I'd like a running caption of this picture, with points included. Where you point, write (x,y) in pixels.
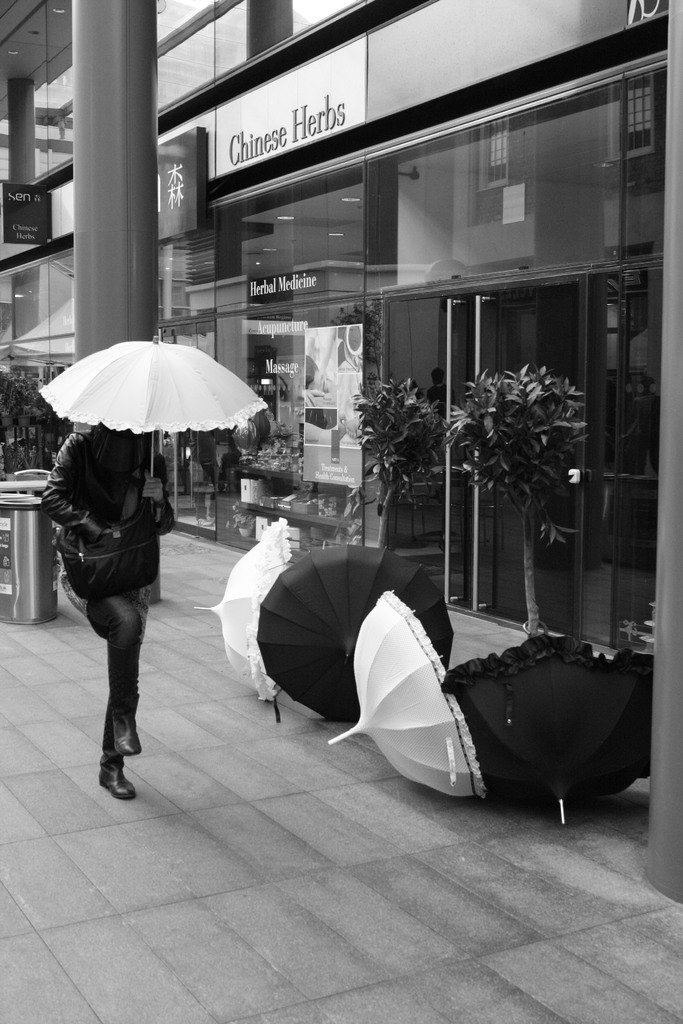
This is a black and white image. In this image we can see a person (68,532) standing on the ground (251,796) holding an umbrella (138,403). We can also see some umbrellas (498,693), a container (47,568), a pillar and some plants (528,631). We can also see a building (224,477) with a signboard (207,200) and a pillar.
